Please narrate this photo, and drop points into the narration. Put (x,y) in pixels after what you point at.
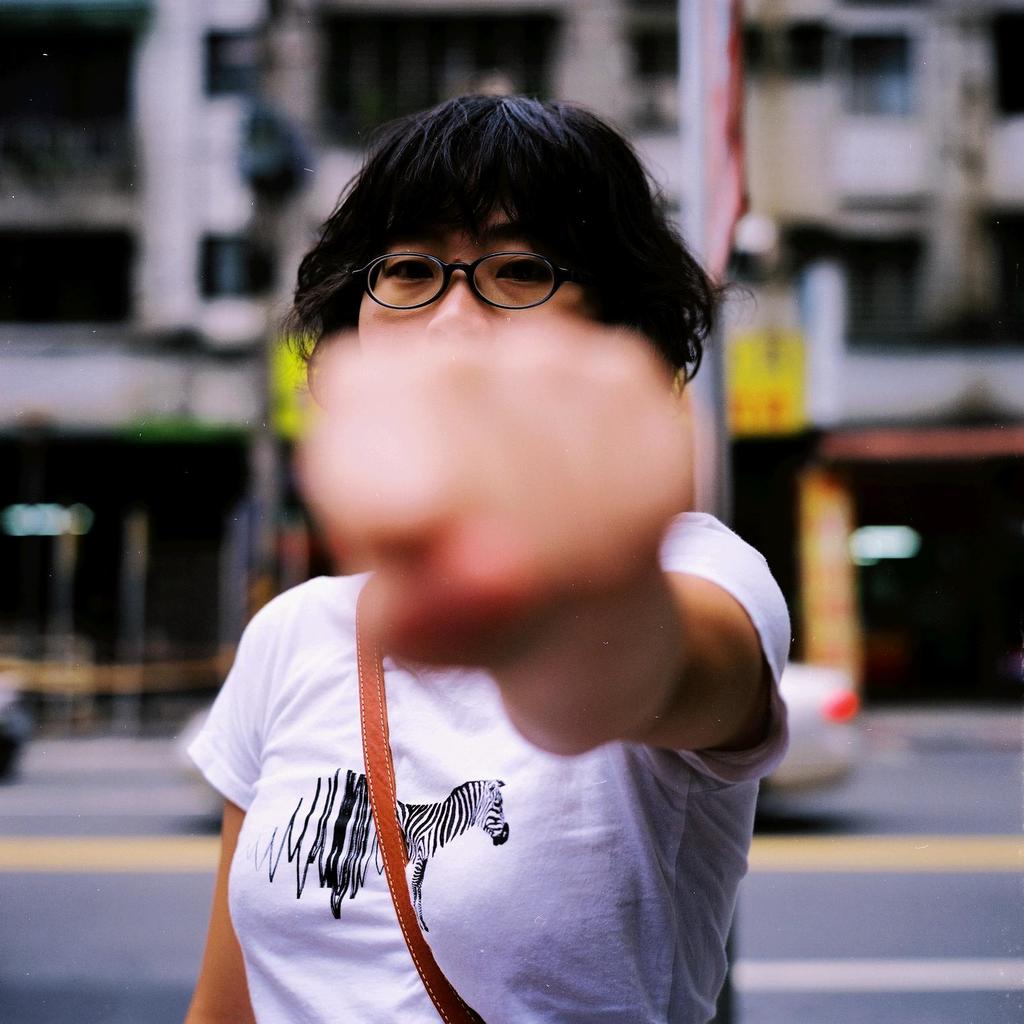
This picture shows a woman (340,334) standing and she wore spectacles (516,289) on her face (519,295) and we see a building (763,156) and couple of cars (794,674) moving on the road (157,823) and we see a pole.
